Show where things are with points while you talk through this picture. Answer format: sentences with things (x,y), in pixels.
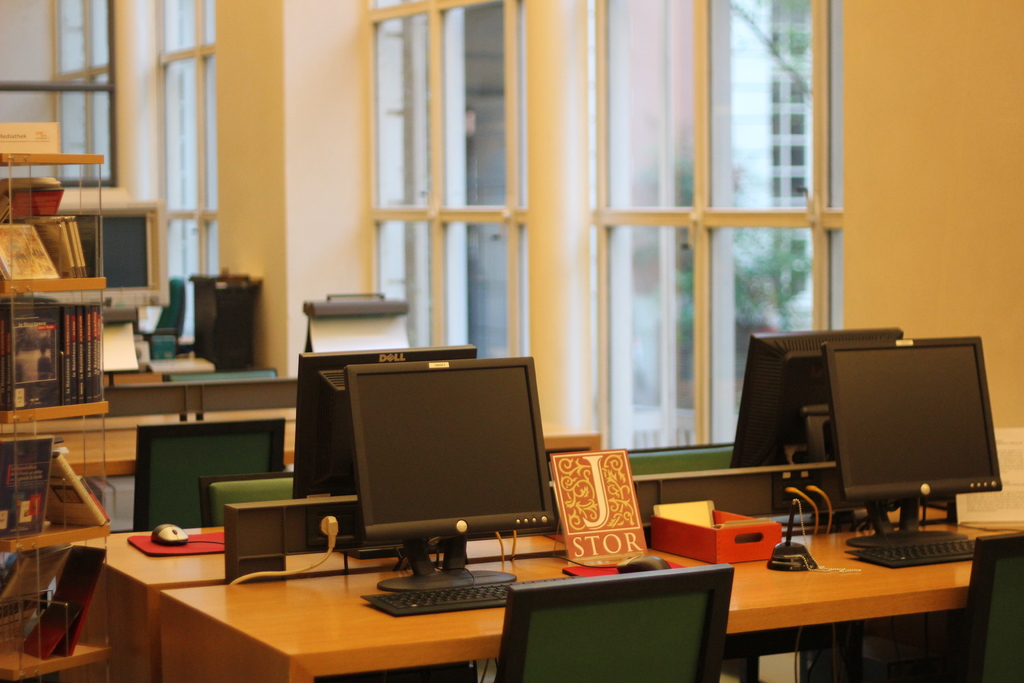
In this image I can see computers (539,526) and some objects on the desks (279,611), and also there are chairs (622,606) and to the left of the image (71,660) there is a book shelf (89,654), the glass windows (684,157), walls (931,163), and through the window (397,168) I can see a building (736,104).
